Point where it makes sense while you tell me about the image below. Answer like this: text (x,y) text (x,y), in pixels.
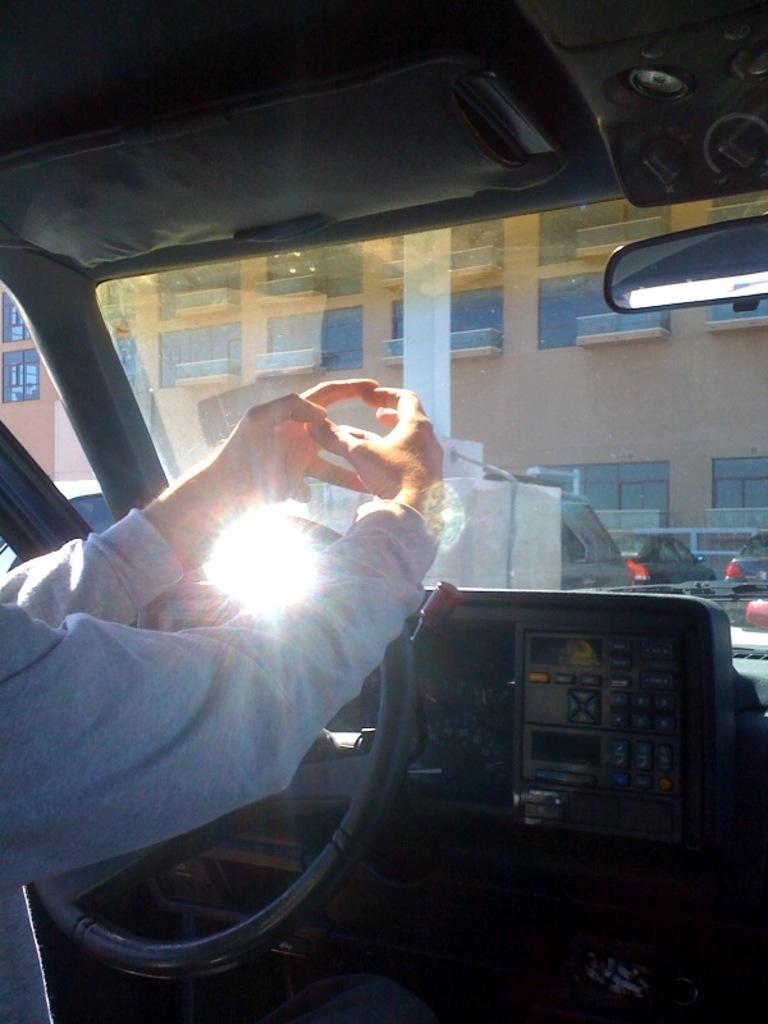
In the picture we can see inside the car (475,752) with person hands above the steering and beside it we can see some buttons (621,759) and from the wind shield (526,454) of the car (488,753) we can see a building (267,344) with windows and a pillar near to it and near the building (714,396) we can see some cars (669,560) are parked.
